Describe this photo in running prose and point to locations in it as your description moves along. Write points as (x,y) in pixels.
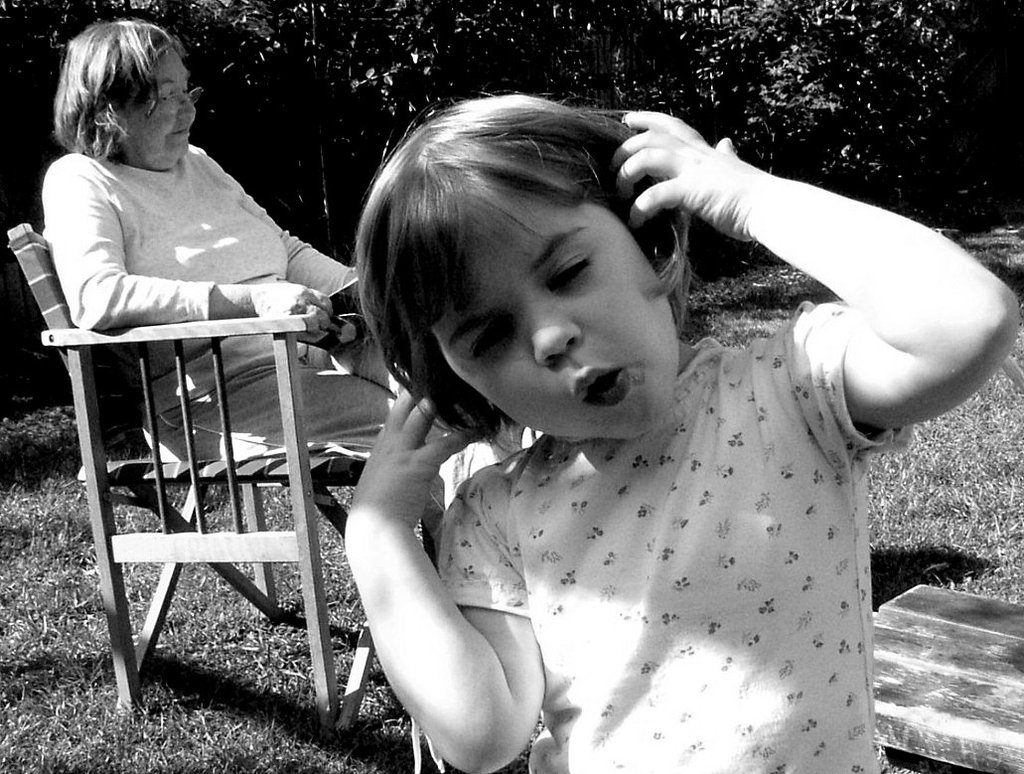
In this picture we can see a girl (437,332) holding her hairs (580,174) with her hands (709,156) and at back of her we can see women (133,205) wore spectacle (184,91) holding something in her hand (304,299) and sitting on chair (183,332) and in background (591,35) we can see trees (336,74) and this is a black and white picture.
